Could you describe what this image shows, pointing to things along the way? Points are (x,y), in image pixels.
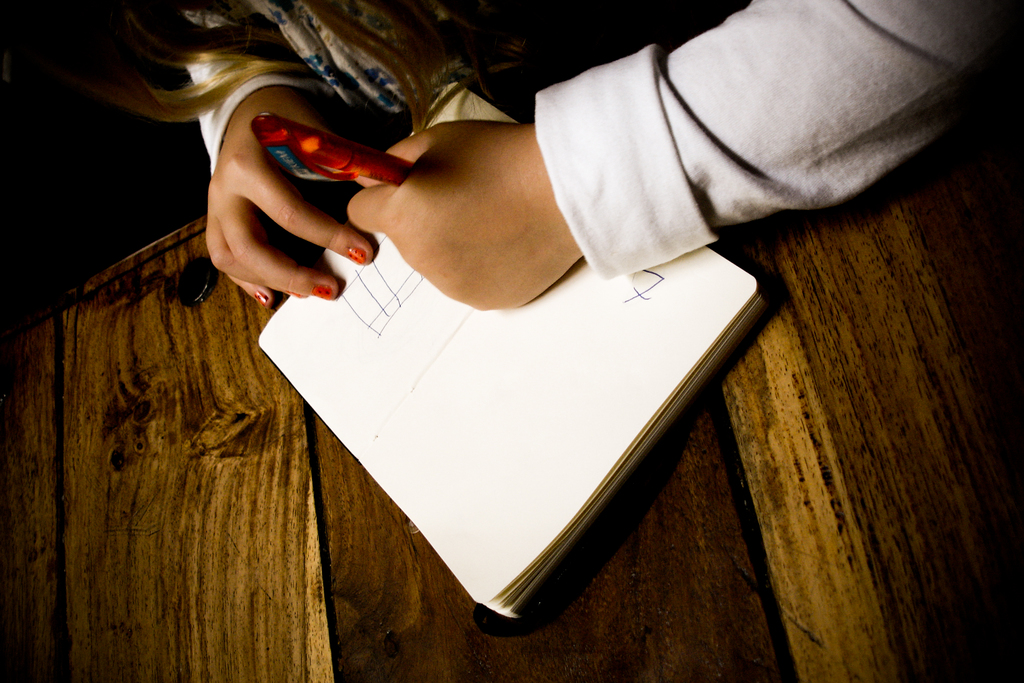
In the center of the image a table (728,468) is there. On the table (903,389) we can see a book (501,501) is present. At the top of the image (520,36) we can see a person (413,10) is writing on the book (477,503) by using a pen (263,126).
